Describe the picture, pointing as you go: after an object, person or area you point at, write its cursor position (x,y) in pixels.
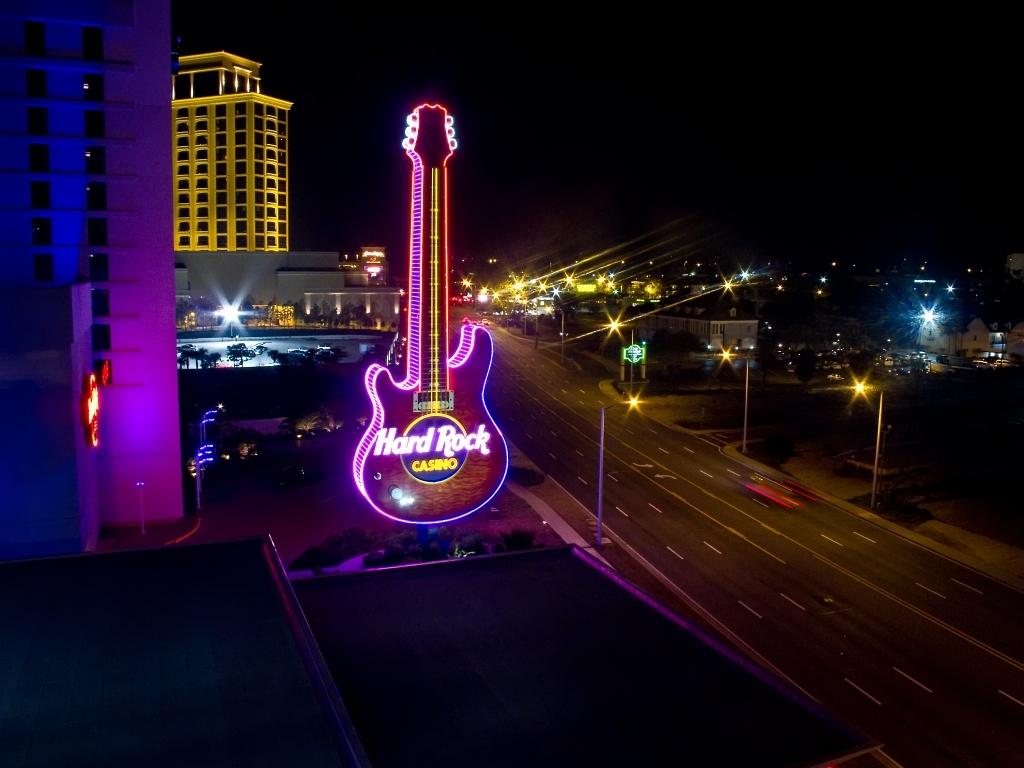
This image is clicked outside. There are buildings (73,153) on the left side (21,193). There are lights (372,414) in the middle (467,357). There is a road (575,499) in the middle (633,495). There is sky (481,155) at the top (267,90).
